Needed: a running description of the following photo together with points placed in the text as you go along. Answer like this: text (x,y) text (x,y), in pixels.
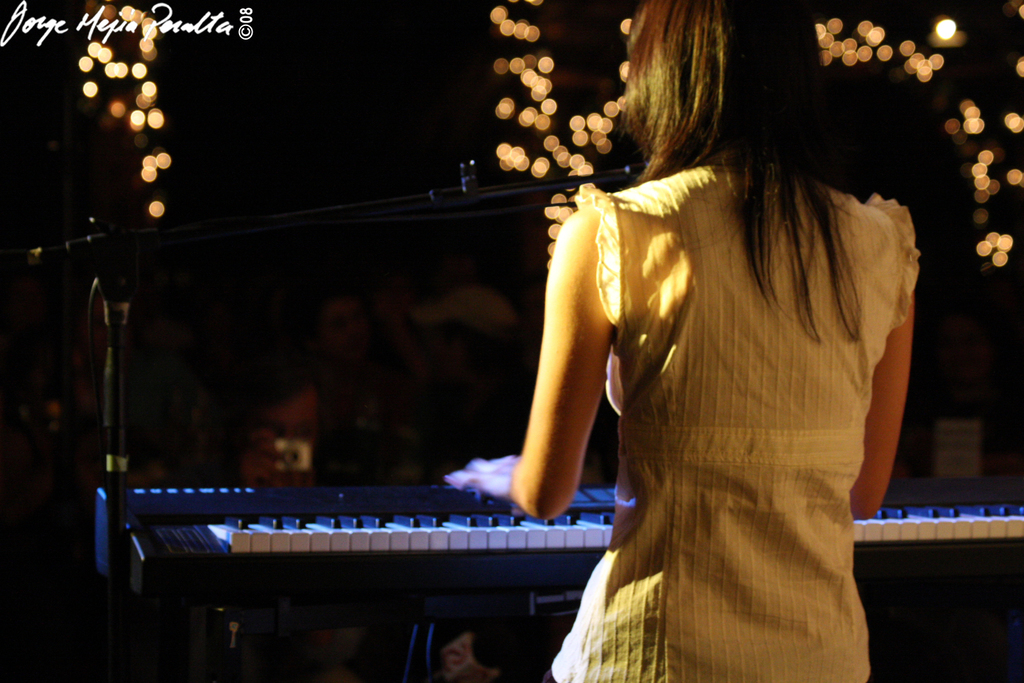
In this picture there is a girl (761,84) who is standing at the right side of the image (704,87) and there is a mic (113,239) in front of her and there is a piano (258,519) which is placed in front of her, she is playing the piano (270,507) and there are spot lights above the area of the image.
